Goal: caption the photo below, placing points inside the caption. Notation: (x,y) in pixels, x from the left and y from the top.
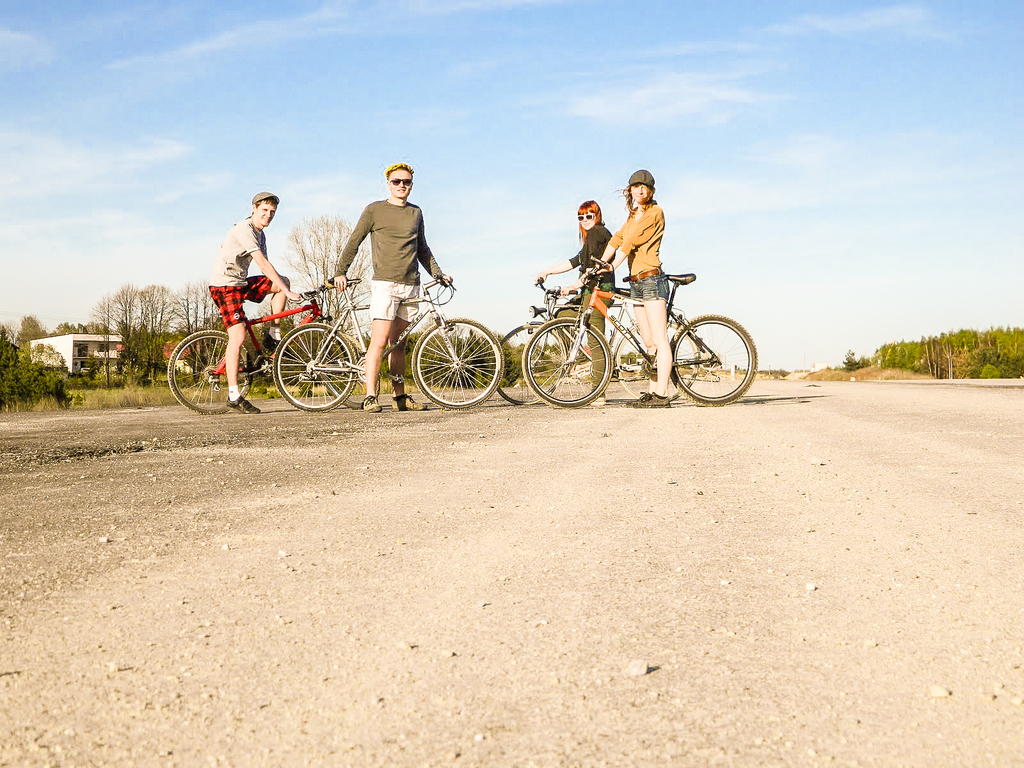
In this picture we can see two men (416,267) and two women (648,290) holding bicycles (570,290) with their hands (299,294) and two are sitting on it and in background (340,253) we can see trees (120,357), buildings (94,357), road (662,429), sky (724,128) with clouds (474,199).
